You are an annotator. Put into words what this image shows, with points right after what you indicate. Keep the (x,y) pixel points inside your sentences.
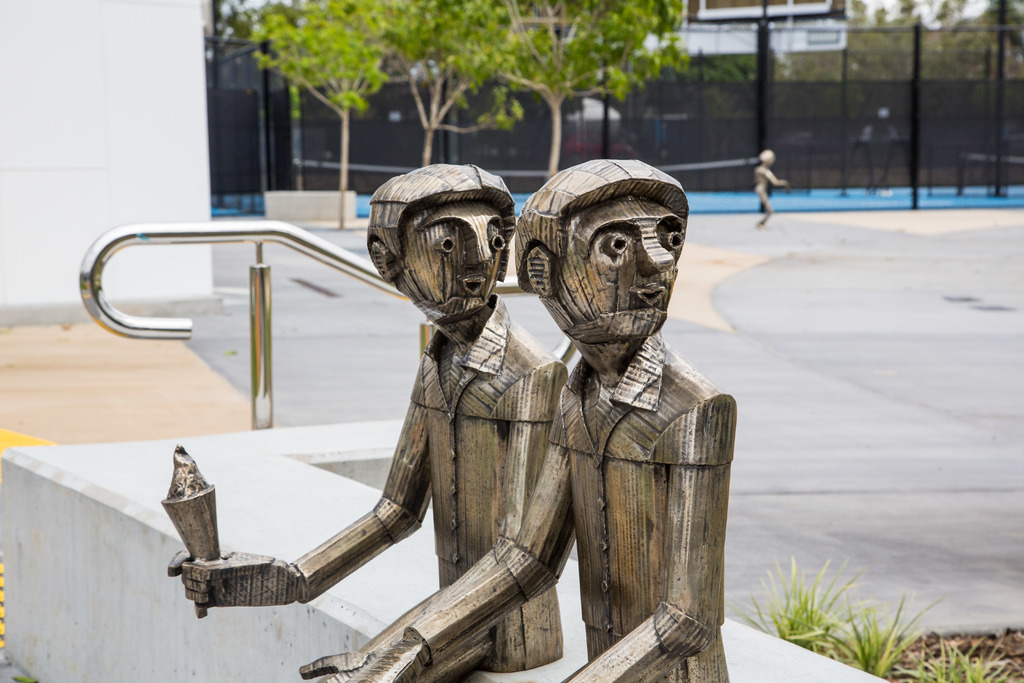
In the picture we can see a wall (100,517) on it, we can see two sculptured men (627,612) are sitting on it, one sculpture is holding an ice cream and beside it, we can see a part of the railing (272,403) and beside it, we can see a path (958,337) and far away from it we can see some trees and a sculpture (776,184) standing on the path (755,272) and behind the path (858,372) we can see trees (306,18).
